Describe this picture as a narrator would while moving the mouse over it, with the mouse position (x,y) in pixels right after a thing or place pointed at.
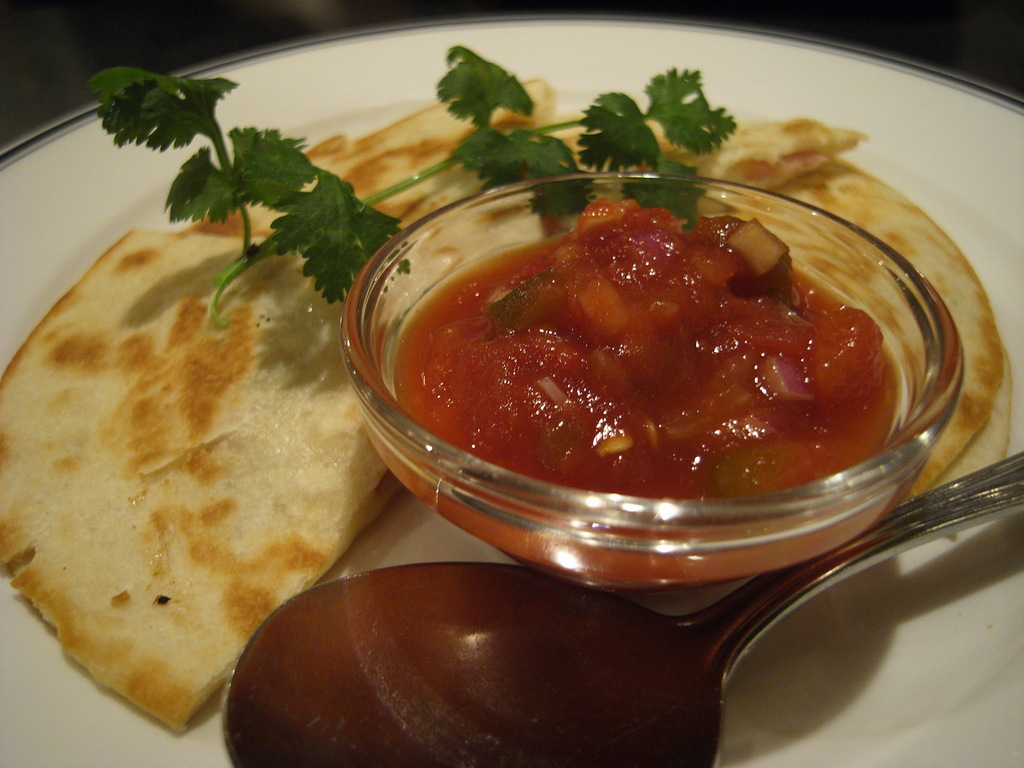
In this image we can see a plate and a bowl (404,454) with some food (155,429), also we can see a spoon (393,577).
